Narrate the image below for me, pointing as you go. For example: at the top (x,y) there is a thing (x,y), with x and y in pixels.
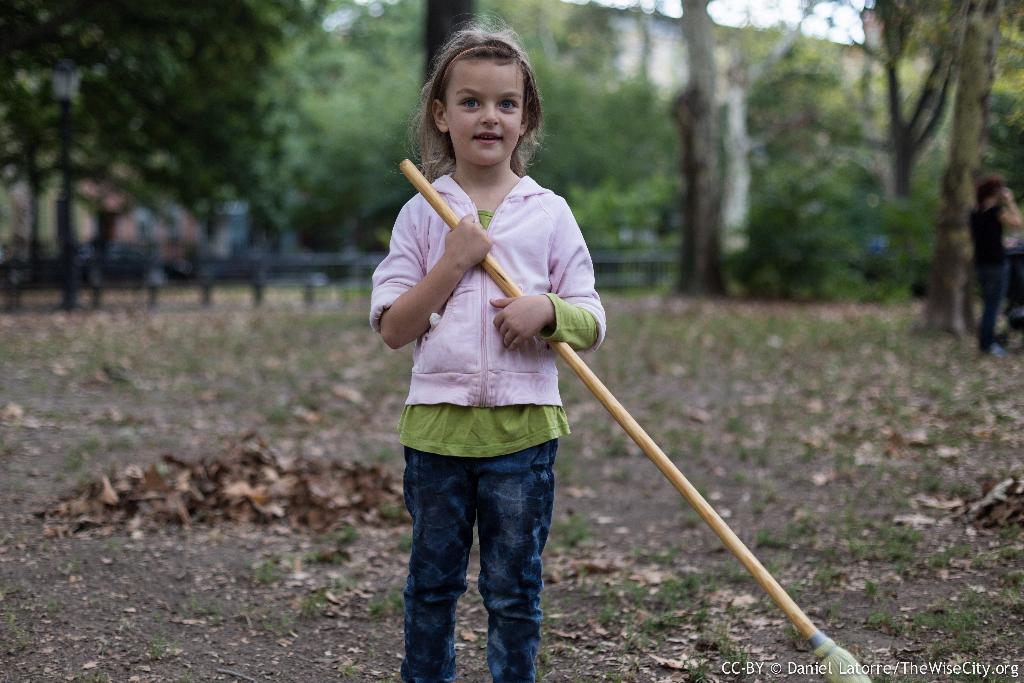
In this picture we can see a small girl (496,325) wearing a pink jacket (506,359), holding a broomstick (842,648) in her hand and smiling. Behind there are some trees (207,212) and blur background (340,112).
